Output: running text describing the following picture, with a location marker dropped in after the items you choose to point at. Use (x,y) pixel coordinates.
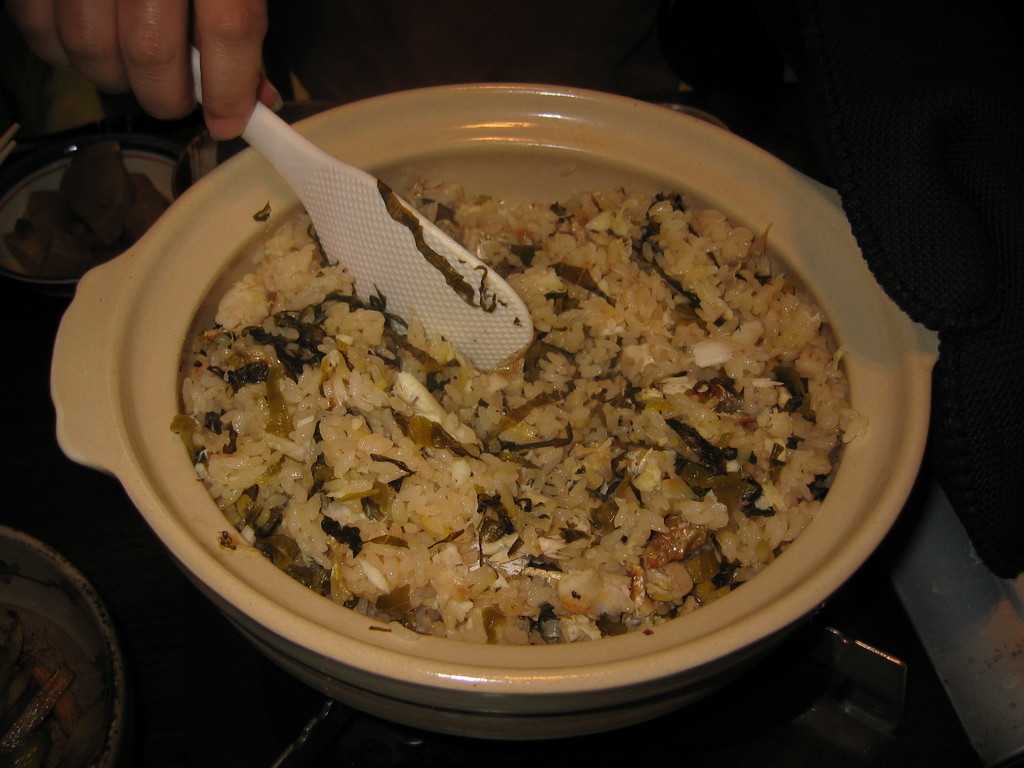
In the image there is a bowl (146,248) with food (491,381) and there is a person (209,81) holding a white spoon (410,235) in the hand (220,73). And the bowl (468,691) is on the stove (786,680). In the background (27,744) there are bowls (5,572) with food items (62,234).
